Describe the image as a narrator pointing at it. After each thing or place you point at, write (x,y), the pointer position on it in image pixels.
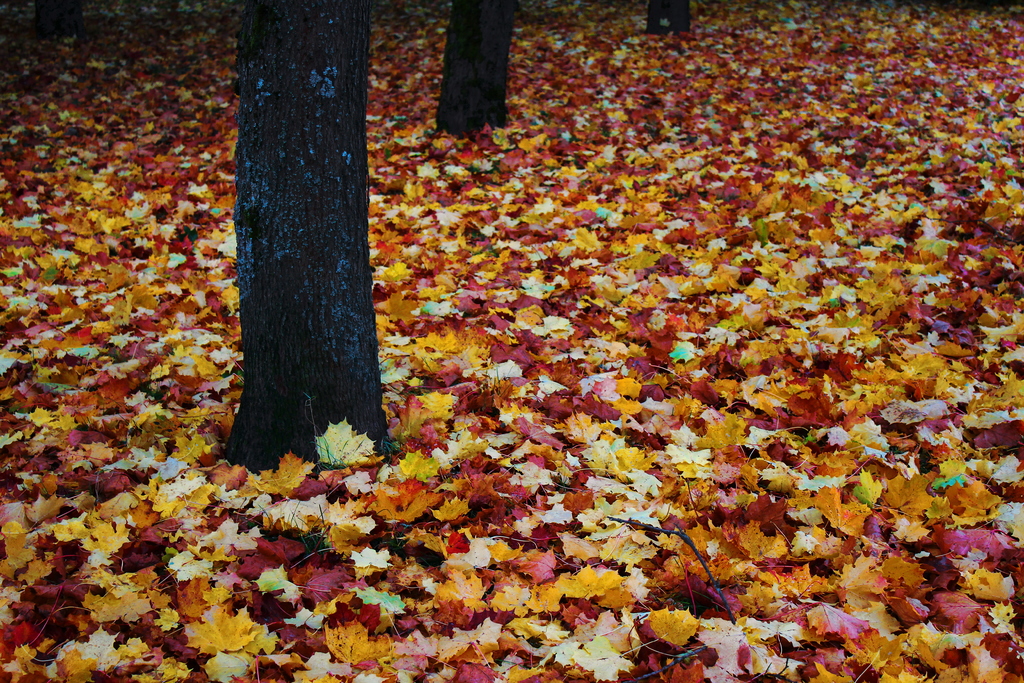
In this image we can see some trees (279,93) and on the ground (569,506) we can see some leaves (510,449) which are in different colors.
